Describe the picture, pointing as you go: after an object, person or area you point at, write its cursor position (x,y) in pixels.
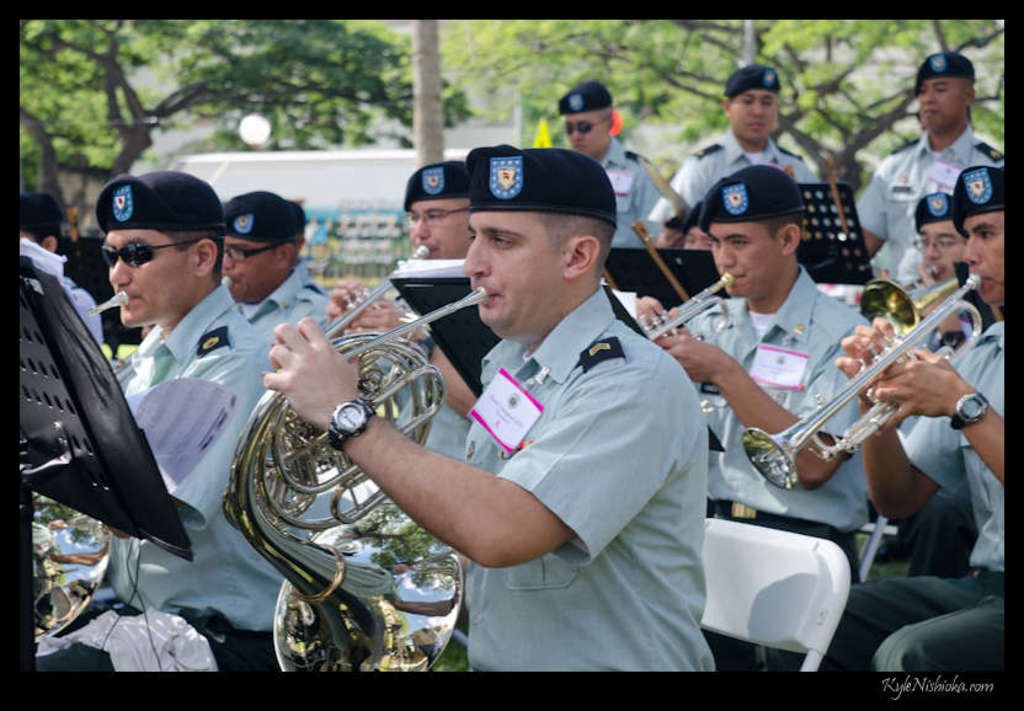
Here in this picture we can see a group of people (774,329) sitting on chairs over there and we can see all of them are wearing same kind of clothes (620,505) on them and wearing caps (144,227) on them and all of them are playing musical instruments (404,330) present in their hands (876,338) and behind them also we can see some people (879,171) standing and we can see trees (307,146) present all over there.
